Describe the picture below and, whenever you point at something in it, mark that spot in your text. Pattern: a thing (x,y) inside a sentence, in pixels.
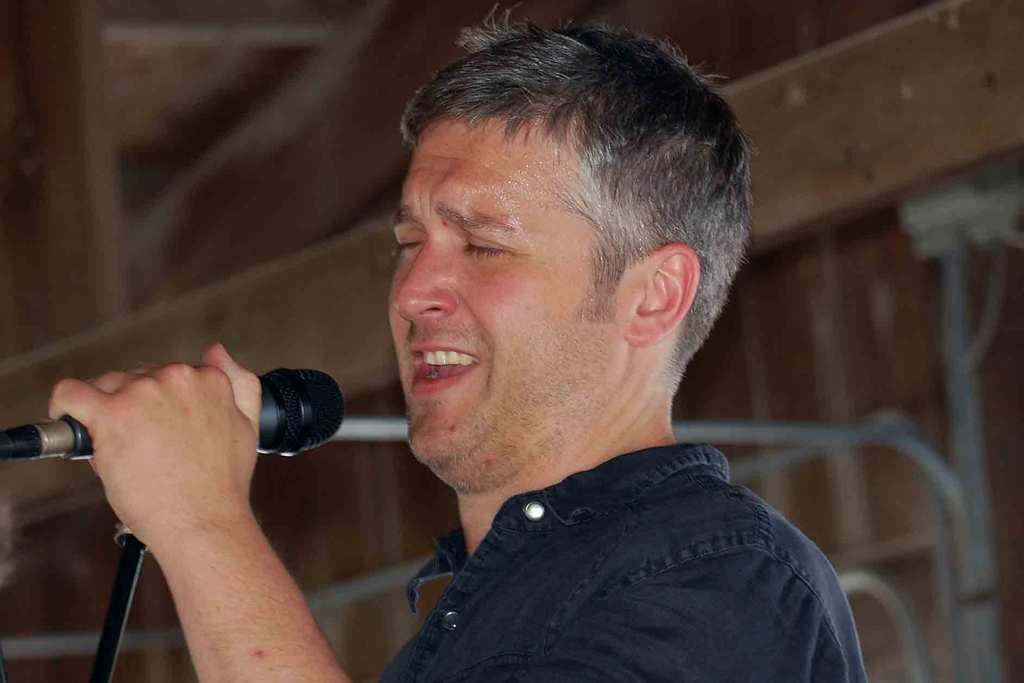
In the middle of the image (674,342) a man (693,252) is holding microphone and singing.
